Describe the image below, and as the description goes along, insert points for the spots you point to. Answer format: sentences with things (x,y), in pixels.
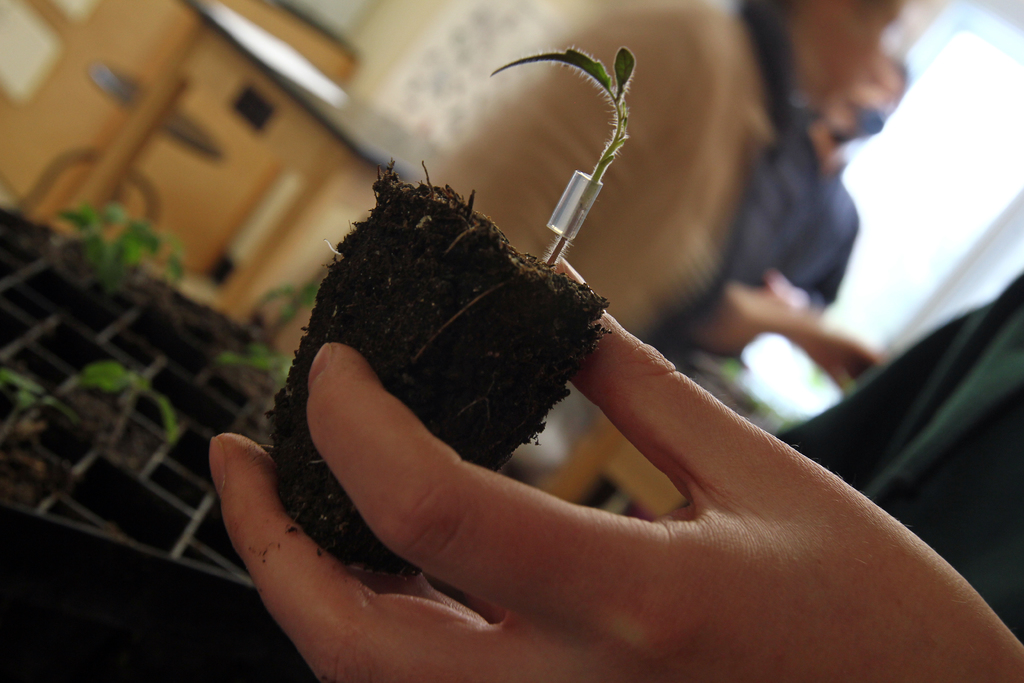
In this image a man (592,519) holding a plant (533,346) in his hand (539,537), in the background (632,144) it is blurred.
